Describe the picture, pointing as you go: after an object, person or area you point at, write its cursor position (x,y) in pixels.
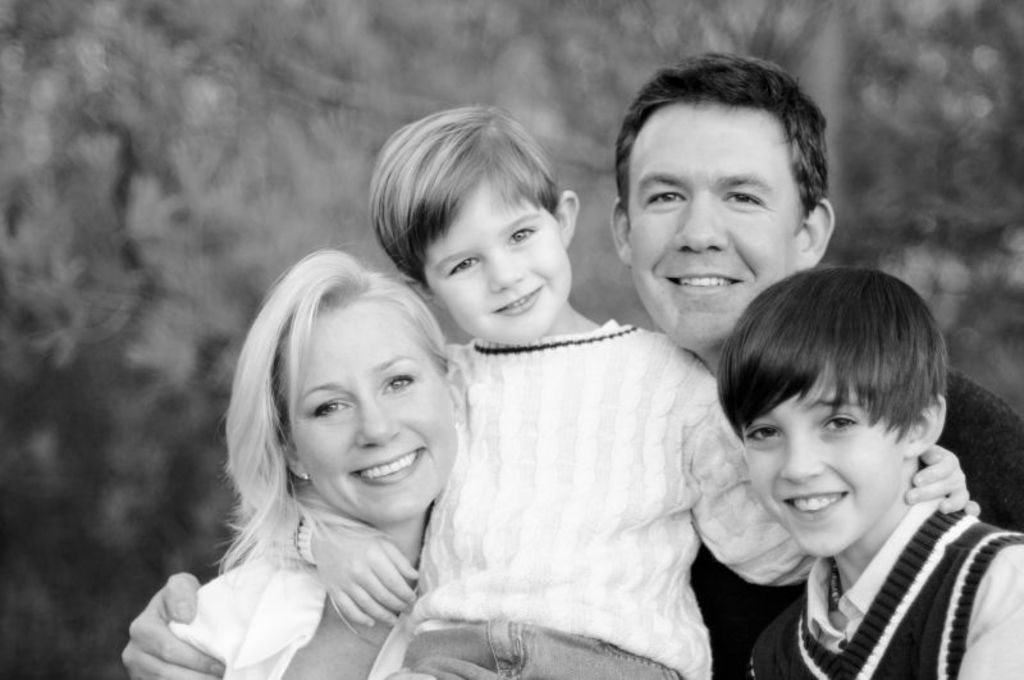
In this picture there is a woman (251,452) who is wearing a white dress (280,660), besides her there is a man (716,186) who is wearing a black dress (727,642). He is holding a boy (747,572). In the bottom right (886,626) there is another boy (844,572). He is wearing sweater (916,666) and shirt (976,645). Everyone is smiling. In background (586,240) i can see many trees (955,356).
